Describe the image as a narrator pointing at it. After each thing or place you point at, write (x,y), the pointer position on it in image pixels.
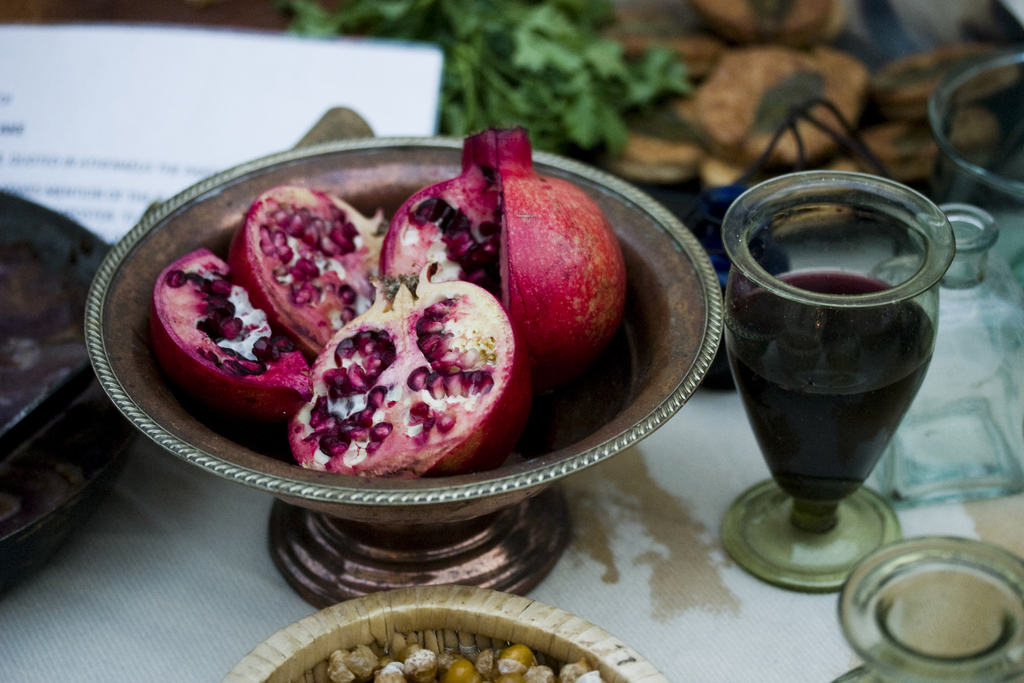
In this image we can see some pomegranates (319,354) which are cut into pieces (221,348) are placed in a bowl (205,415), there is some drink (837,365) in a glass (850,385), there are some glasses (970,161), paper (211,112), leaves (481,54) and some other items (69,527) on table (143,489).
